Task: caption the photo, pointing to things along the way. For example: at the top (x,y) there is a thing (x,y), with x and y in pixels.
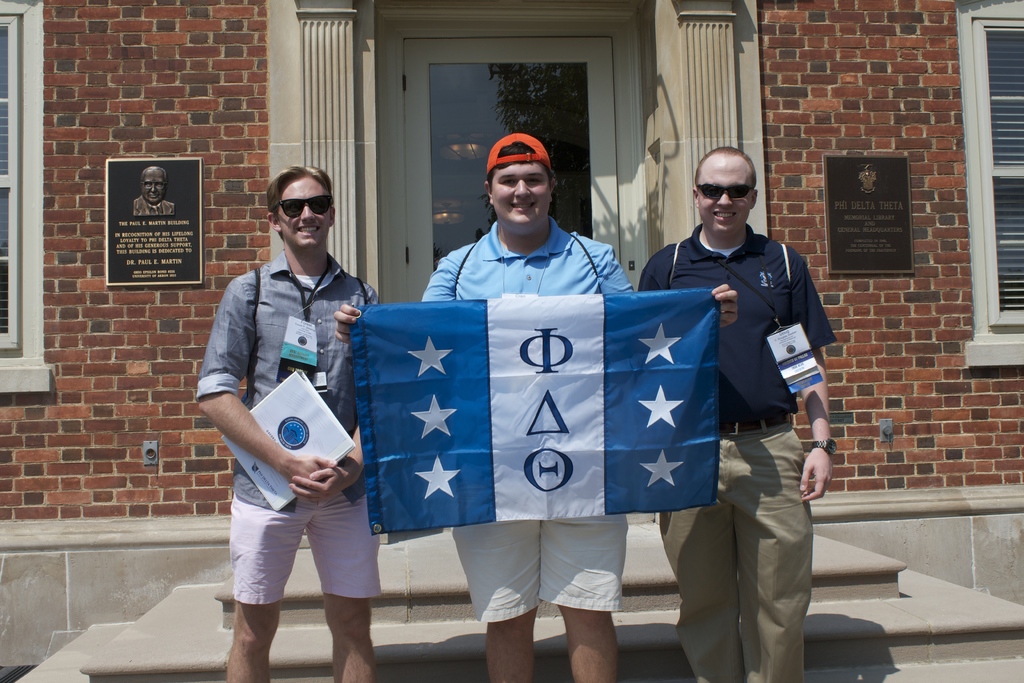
A person (287,453) is holding book (302,407) another person (549,240) is holding cloth (538,392), this is wall (743,125) with the door (569,125).
